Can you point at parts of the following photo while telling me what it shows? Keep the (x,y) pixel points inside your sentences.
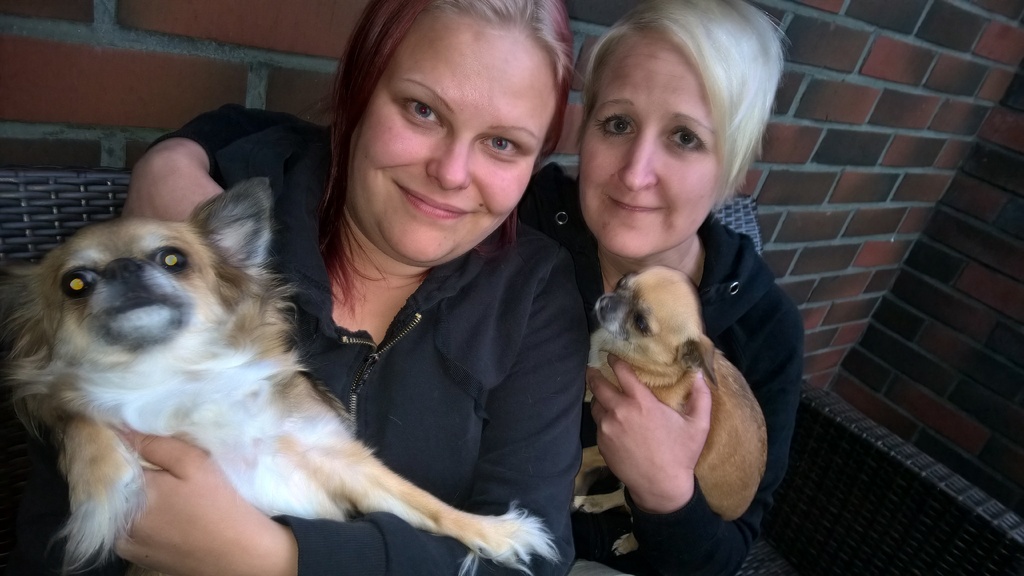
In this image I can see two women (272,112) and both of them are holding dogs (665,313). I can also see smile (428,206) on their faces (511,203) and both of them are wearing jackets (527,342).
